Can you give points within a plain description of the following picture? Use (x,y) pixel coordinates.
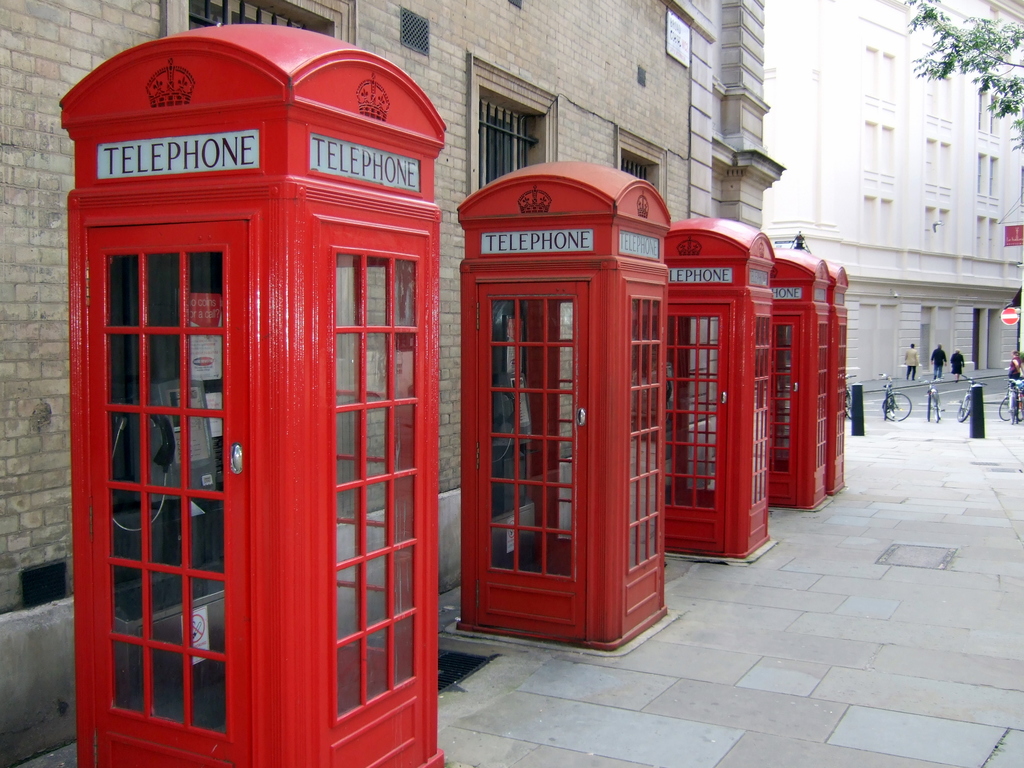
In this image I can see few telephone booth (547,406). They are in red color. We can see telephones (210,435) and glass door (197,317). Back Side I can see buildings (586,74), windows (535,118), trees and signboard (1014,238). I can see few people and few bicycles (885,405) on the road (997,413).
